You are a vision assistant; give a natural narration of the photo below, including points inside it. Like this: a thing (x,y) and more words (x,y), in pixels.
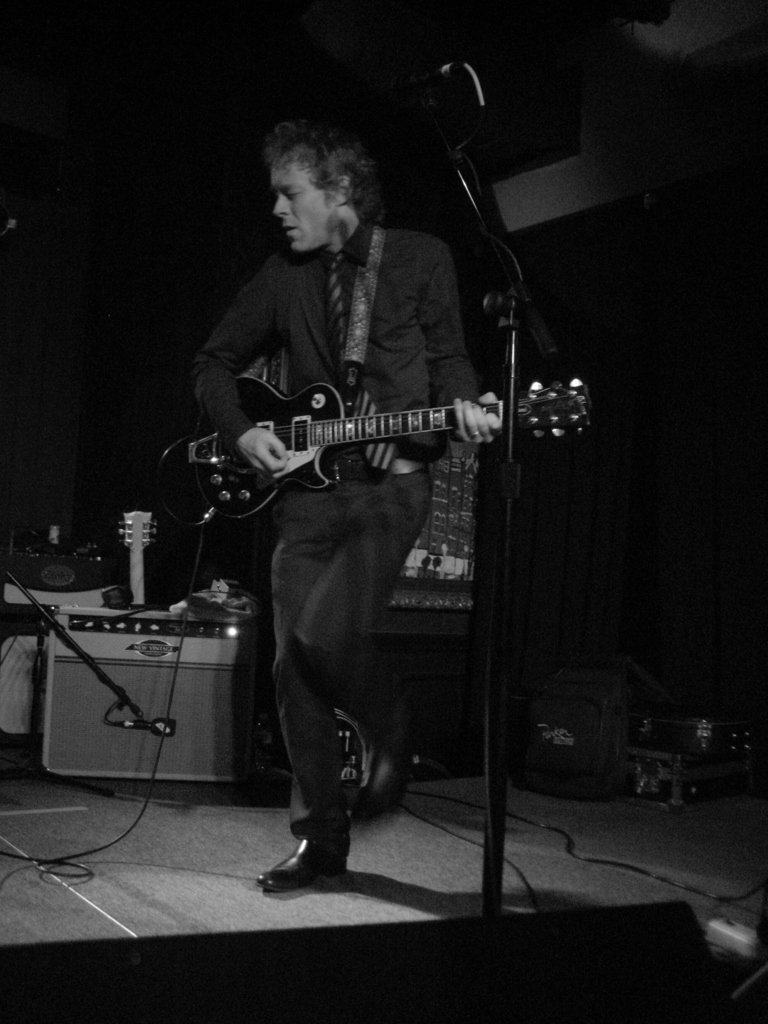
In this picture there is a person (321,145) standing and holding guitar (308,412). This is microphone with stand (488,823). We can see musical instruments (146,651). We can see cable (76,865). This is floor (239,913).
